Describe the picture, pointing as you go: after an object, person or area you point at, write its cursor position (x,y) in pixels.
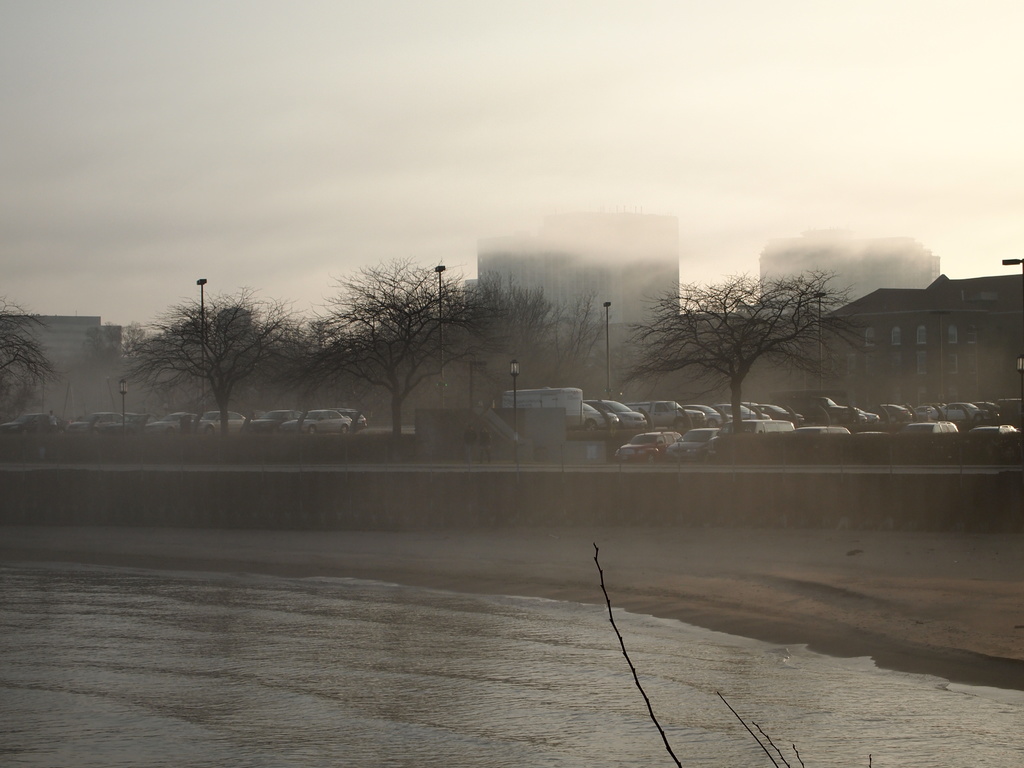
We can see water (838,718) and branches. In the background (357,331) we can see trees (443,347), vehicles (278,429), lights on poles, buildings (604,290) and sky (640,53).
